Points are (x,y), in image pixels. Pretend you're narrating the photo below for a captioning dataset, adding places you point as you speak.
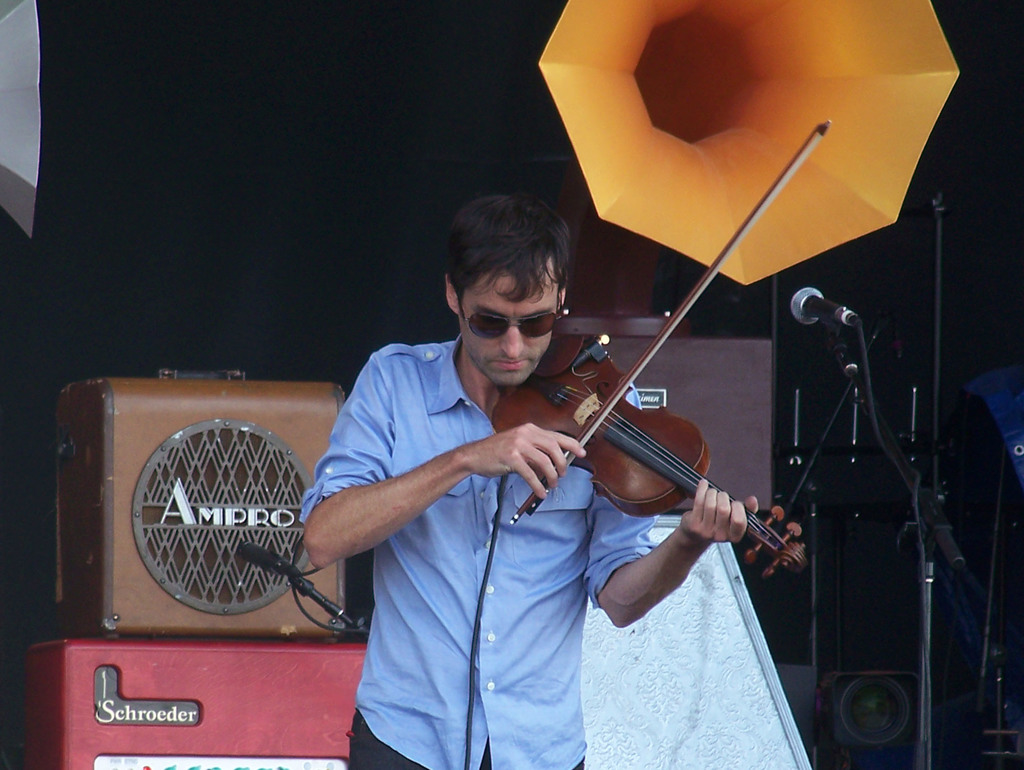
In this image i can see a person (469,564) wearing blue shirt (449,612) and glasses (476,326), holding a violin (636,451) in his hands (516,454). In the background (164,416) i can see some boxes (125,558) and a speaker (656,95). I can see microphone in front of him.
